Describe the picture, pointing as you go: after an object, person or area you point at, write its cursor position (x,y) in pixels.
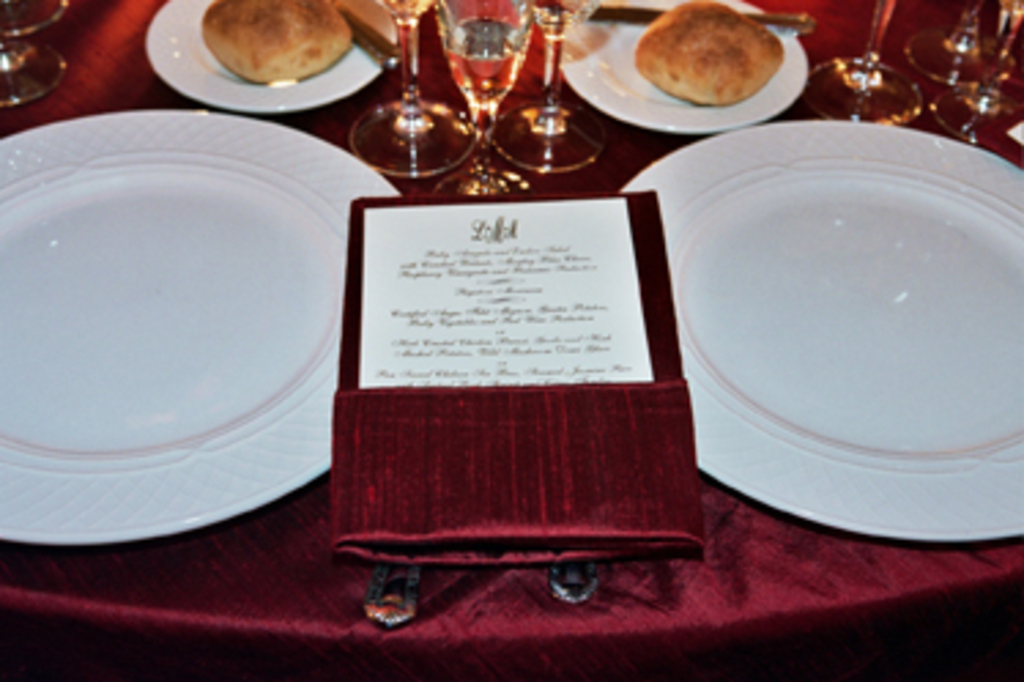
In this picture we can see plates (273,102), food items (283,34), glasses (517,167), paper (432,242) and some objects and these all are placed on a cloth (871,576).
